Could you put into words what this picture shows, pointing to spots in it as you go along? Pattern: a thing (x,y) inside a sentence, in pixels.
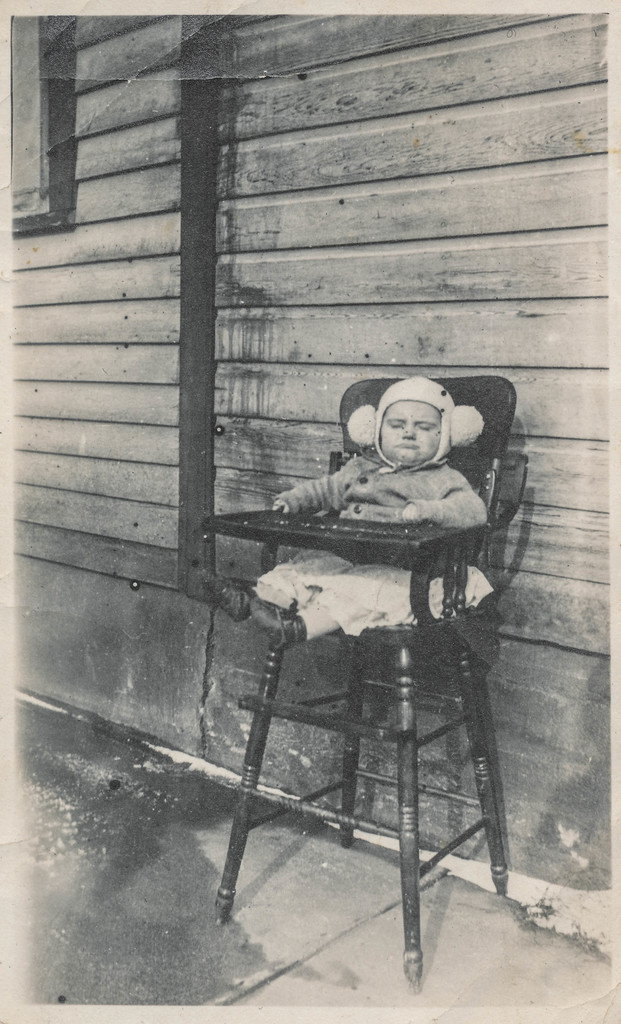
In this image we can see a kid (345,582) sitting on the chair (404,549). In the background (288,378) there is a wall (202,397).
